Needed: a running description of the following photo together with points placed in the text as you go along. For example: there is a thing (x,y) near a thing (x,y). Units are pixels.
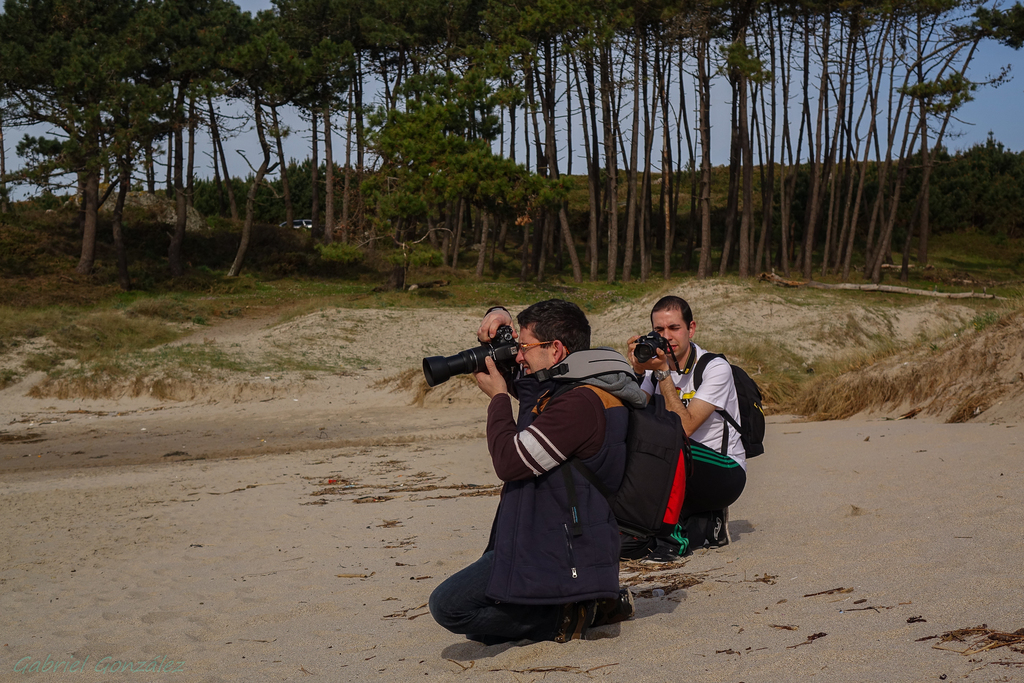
In this image there are two people (608,478) sitting on their knees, they are wearing their bags (655,431) and holding cameras (645,359) in their hands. In the background (369,172) there are trees (463,183) and the sky (518,118).
